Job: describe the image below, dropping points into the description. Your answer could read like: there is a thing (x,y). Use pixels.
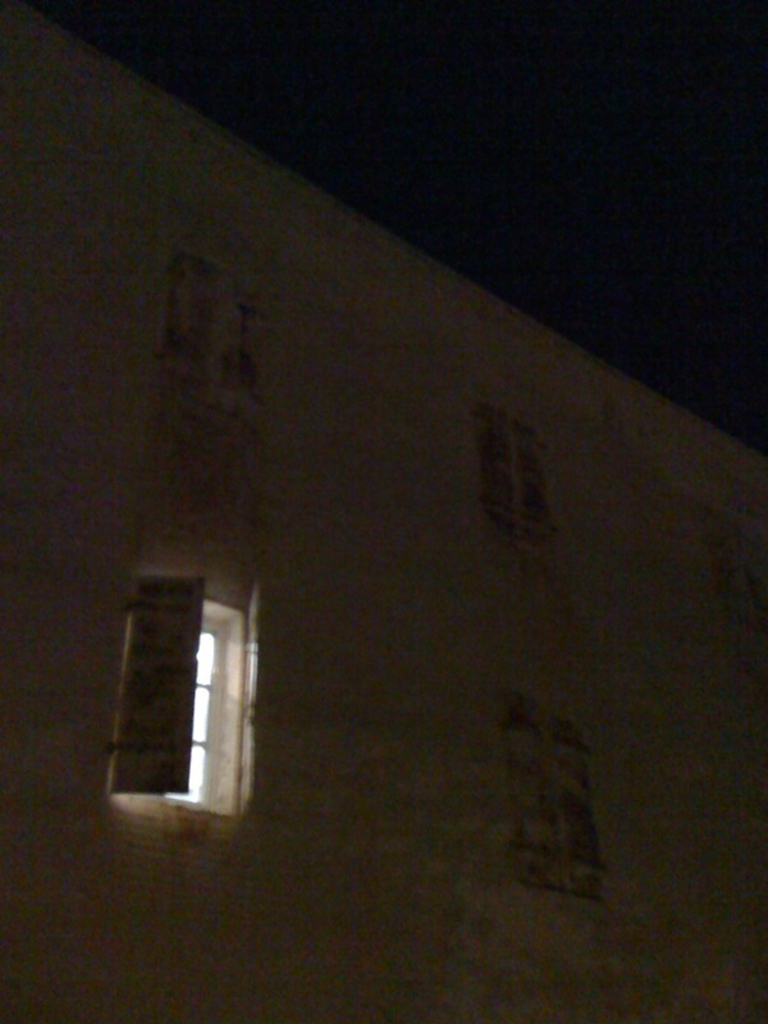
In this picture, we see a building (546,612) in white color. This building (212,794) has the windows (212,739). At the top (596,126), we see the sky (596,126), which is black in color. This picture might be clicked in the dark.
